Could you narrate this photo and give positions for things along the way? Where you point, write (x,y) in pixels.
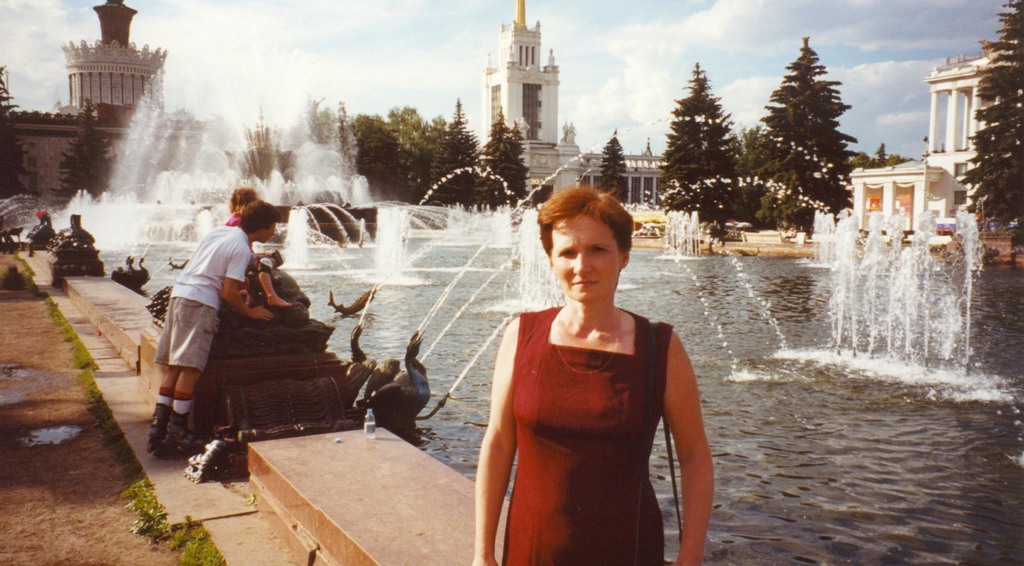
In this image in the center (576,216) there is one woman (589,329) standing, and in the background (604,179) there is a fountain (321,203), waterfalls (900,293), trees (808,147), buildings (949,150). And on the left side (177,298) there are some statues (230,322), and some persons (227,271) are standing. At the bottom (119,444) there is sand (110,481) and some grass (105,404).
